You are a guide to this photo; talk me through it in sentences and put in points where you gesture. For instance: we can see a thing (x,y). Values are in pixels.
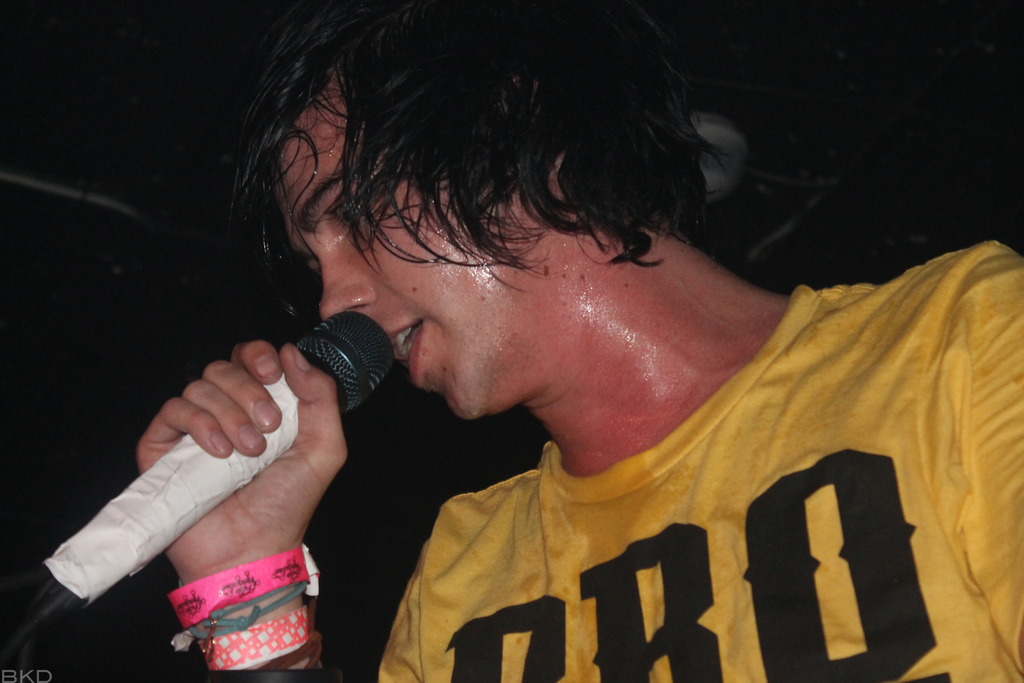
In this image I can see a man (562,393) is singing in the microphone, he is wearing a yellow color t-shirt (756,486).
